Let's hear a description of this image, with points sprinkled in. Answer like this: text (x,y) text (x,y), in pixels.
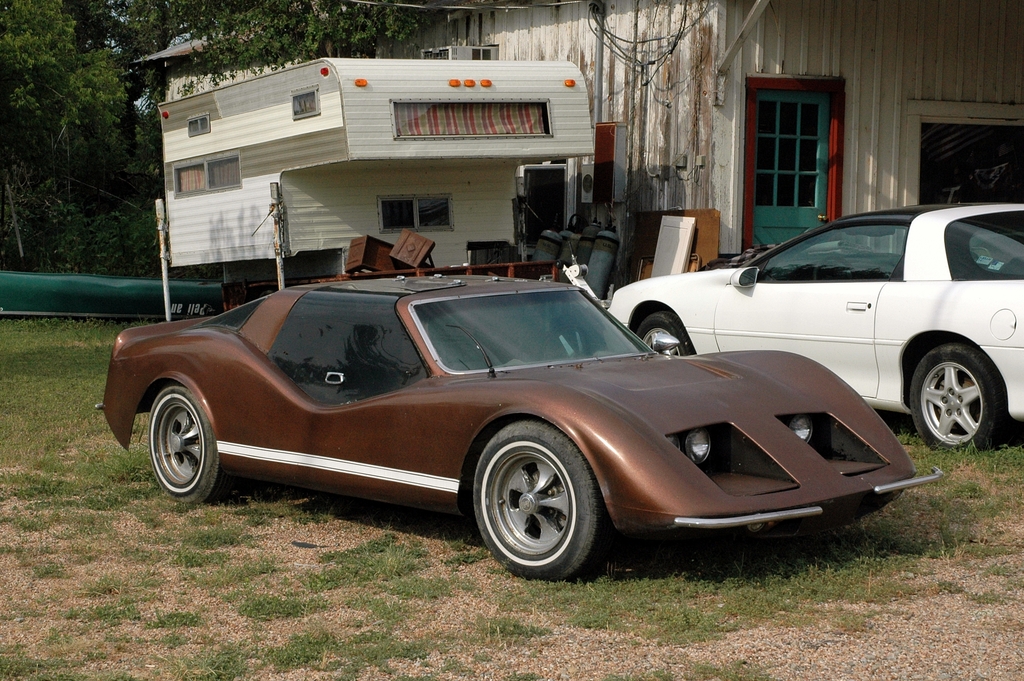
In this picture, we see two cars (528,405) in brown and white color are parked. At the bottom of the picture (381,550), we see the grass (631,595) and small stones (422,625). On the right side (723,130), we see a building (633,8) in white color. Beside that, we see wooden things (692,257) and a white color thing (460,200) which looks like a building (411,166). There are trees (141,146) and a green color thing (127,292) in the background (119,281).
